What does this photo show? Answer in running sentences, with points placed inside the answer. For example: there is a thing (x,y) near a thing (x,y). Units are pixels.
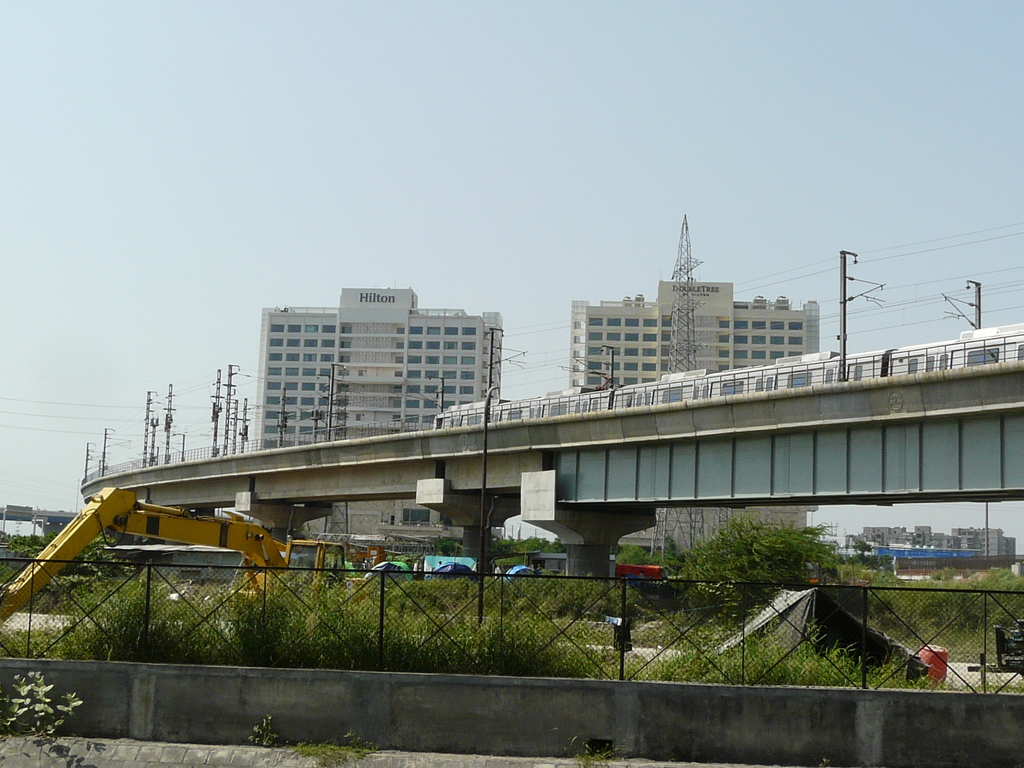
As we can see in the image, in the front (513,588) there is a fence (433,603), plants (420,594) tree (738,553), crane (196,524), metro (589,403) on bridge (617,454), two buildings (379,372). On the top (451,154) there is sky (420,171).
